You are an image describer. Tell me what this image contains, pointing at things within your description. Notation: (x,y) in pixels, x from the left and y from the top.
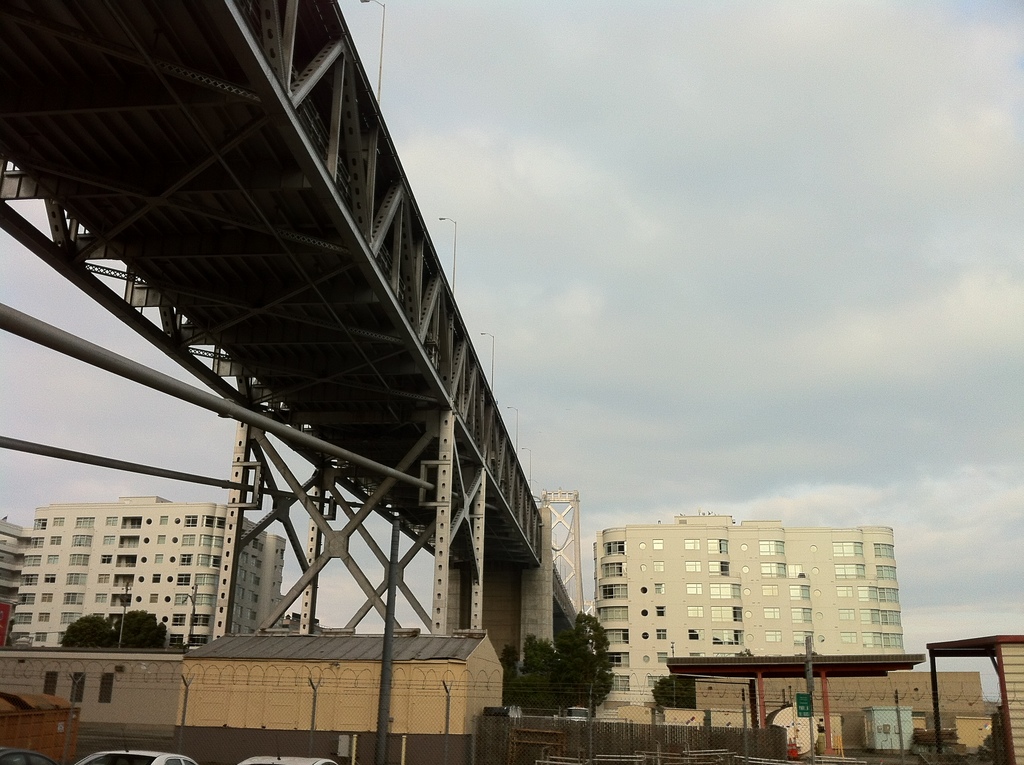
At the top (682,152) there is a sky (813,401). In the background (724,623) we can see buildings (684,598). We can see a green board (805,713). At the bottom portion of the picture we can see cars (515,710).
